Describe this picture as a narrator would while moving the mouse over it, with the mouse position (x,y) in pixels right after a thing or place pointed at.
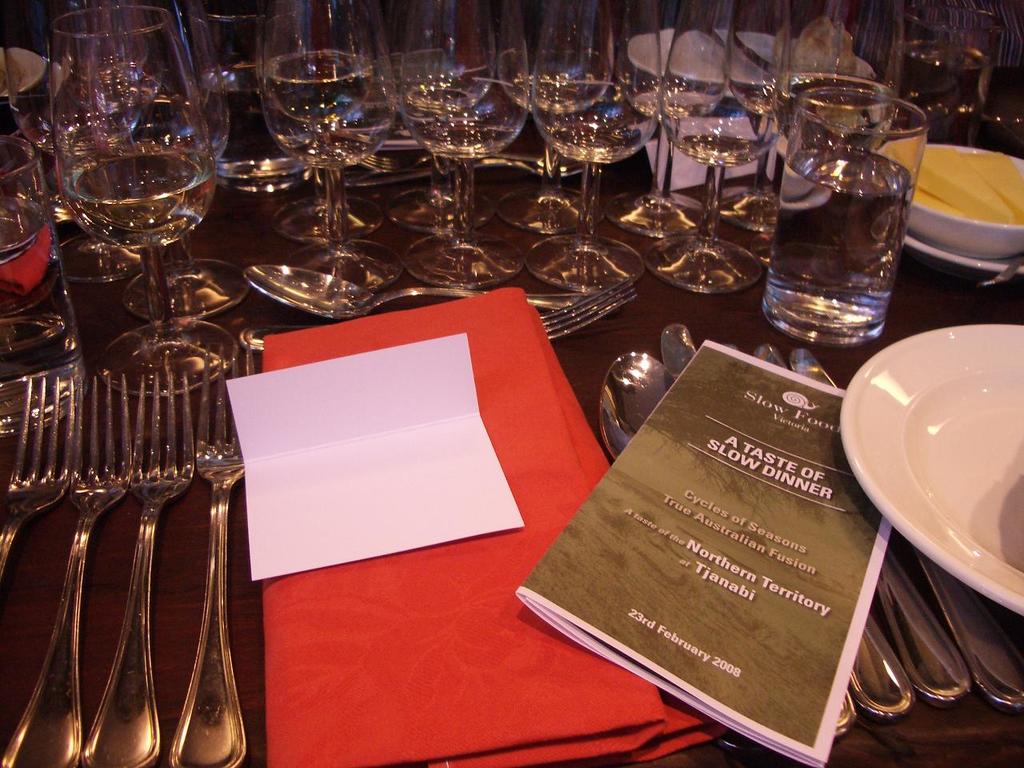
In the picture we can see a part of the table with few glasses (337,79), forks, spoons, red color cloth (483,643), part of the plate (958,348) and a magazine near it.
